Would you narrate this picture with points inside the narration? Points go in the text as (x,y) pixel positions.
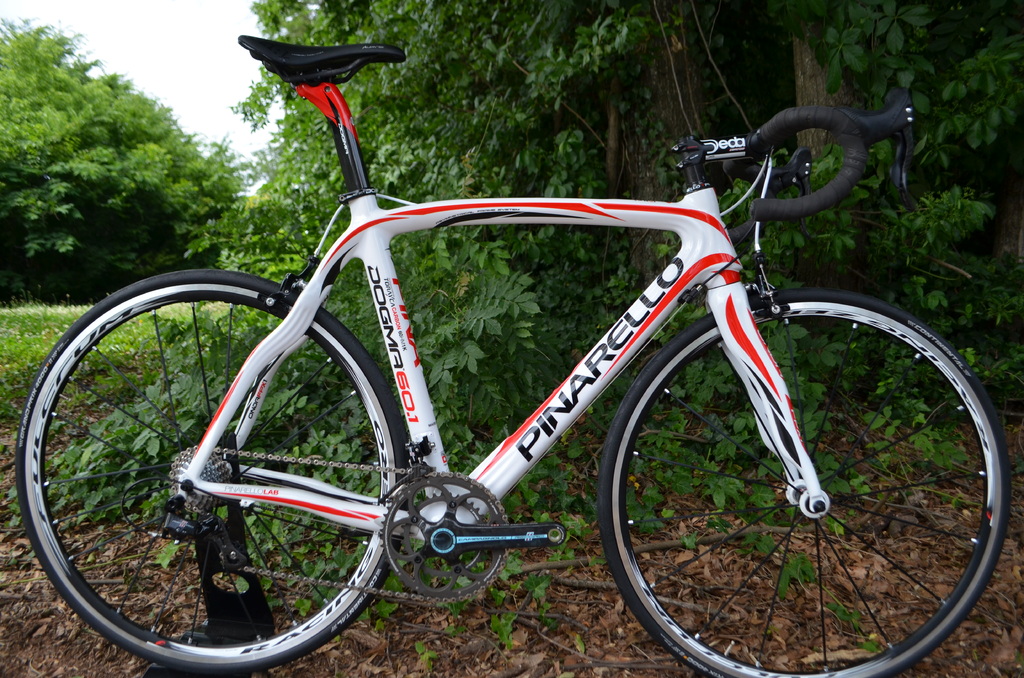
This image is taken outdoors. At the top of the image (254,64) there is the sky (209,90). In the background (89,205) there are many trees (87,207) and plants (483,248) with leaves (495,279), stems (805,73) and branches (966,273). At the bottom of the image (84,638) there is a ground (360,655) with many dry leaves (634,649) on it. In the middle of the image (372,227) a bicycle (323,278) is parked on the ground (552,589).
